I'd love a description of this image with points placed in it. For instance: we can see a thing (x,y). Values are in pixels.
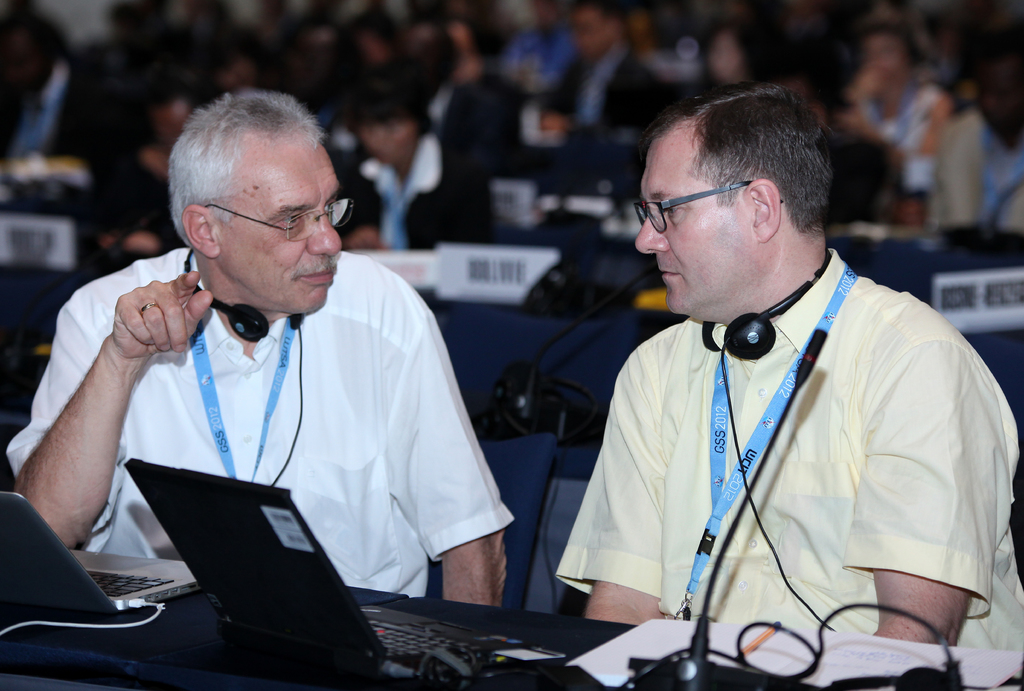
In this image there are many people (388,135) sitting on the chairs (550,454) at the tables (466,321). In the foreground (443,448) there are two men (684,481) sitting on the chairs (521,478). They are wearing spectacles (656,230), identity cards (773,418) and headphones (753,337) around their neck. In front of them there is a table (505,619). On the table (492,621) there are laptops (122,585), microphones (806,372), cable wires (812,636), papers (747,639) and a pen (761,639). The background (416,29) is blurry.
